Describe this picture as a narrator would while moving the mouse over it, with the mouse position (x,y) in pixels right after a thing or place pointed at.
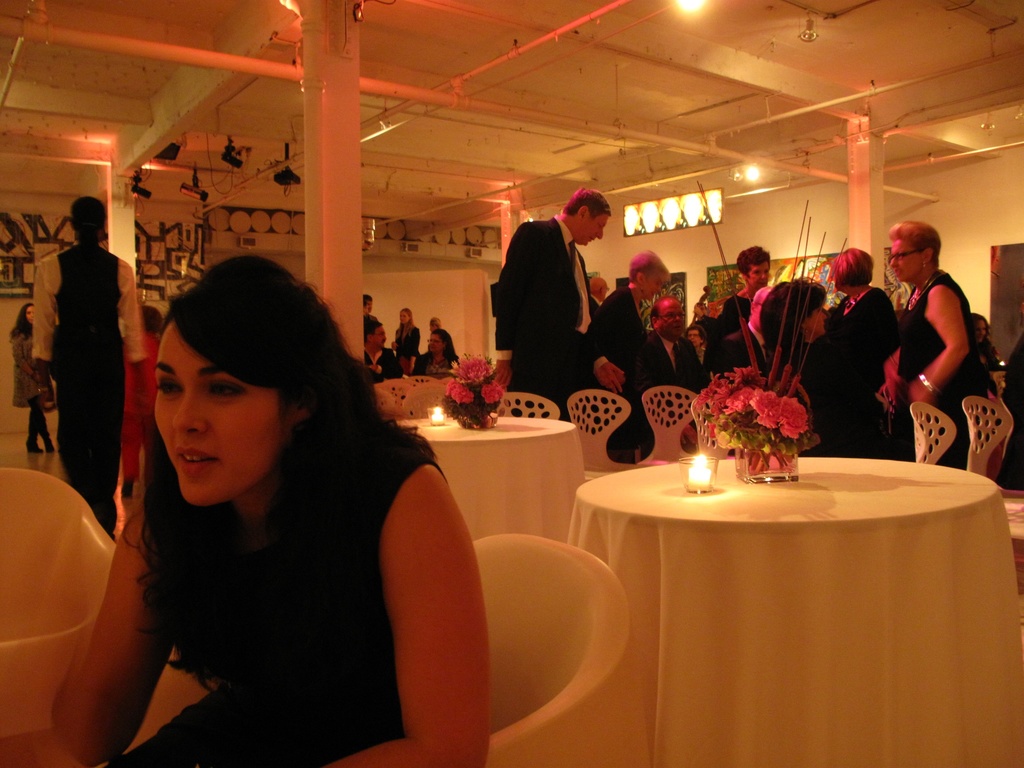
In the picture we can see some group of persons (435,365) sitting on chairs (70,510) around tables (466,428), some persons (609,304) standing and we can see flower bouquets (458,415) and candles (694,482) on table (471,469) and top of the picture (221,161) there is roof (188,103) and there are some lights (281,175).
